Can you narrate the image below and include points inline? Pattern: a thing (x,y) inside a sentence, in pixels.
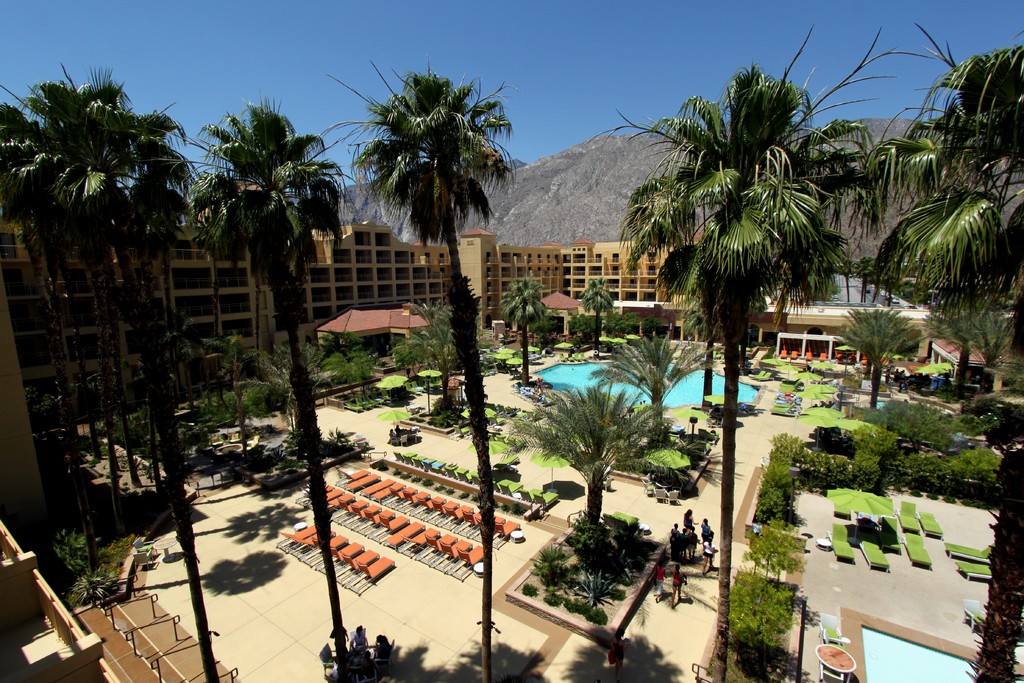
In this image there are a few people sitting on the chairs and there are a few people (669,543) walking. There are beds (505,542), tents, plants (606,543), trees (659,409), buildings (206,314), swimming pools (648,401). In the background of the image (557,209) there are mountains (623,172). At the top of the image (591,31) there is sky (583,19).
